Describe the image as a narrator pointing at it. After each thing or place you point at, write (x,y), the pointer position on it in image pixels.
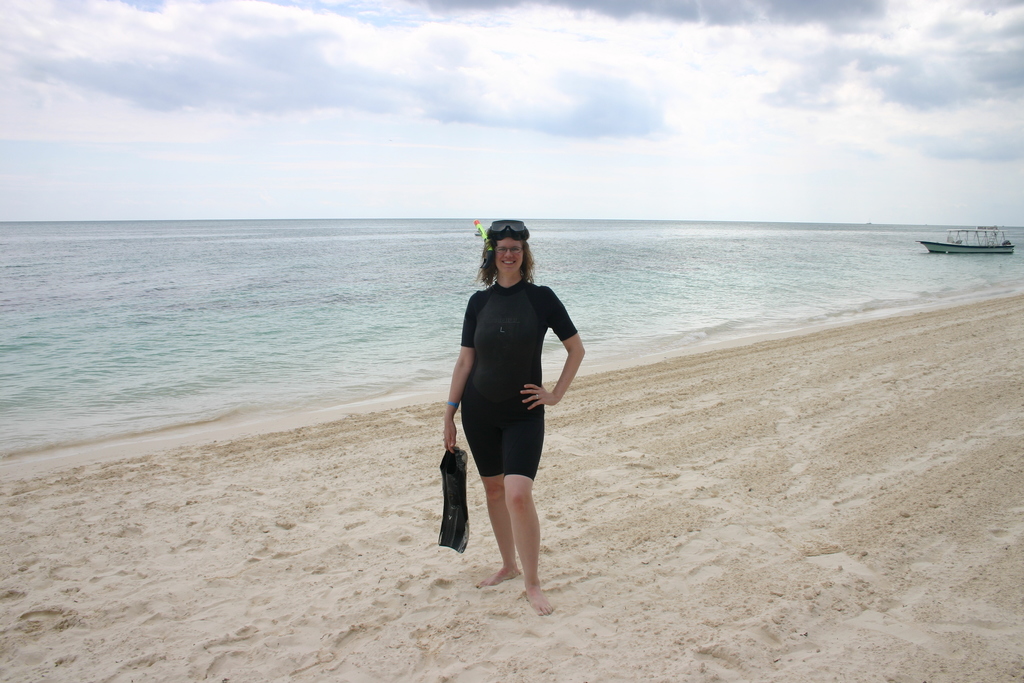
At the bottom of this image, there is a woman (519,250) in a black color dress (495,319), holding an object (464,475) with a hand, smiling and standing on a sand surface (559,537). In the background (998,231), there are two boats (992,243) on the water (581,308) of the ocean (252,244) and there are clouds (377,35) in the sky (118,36).
